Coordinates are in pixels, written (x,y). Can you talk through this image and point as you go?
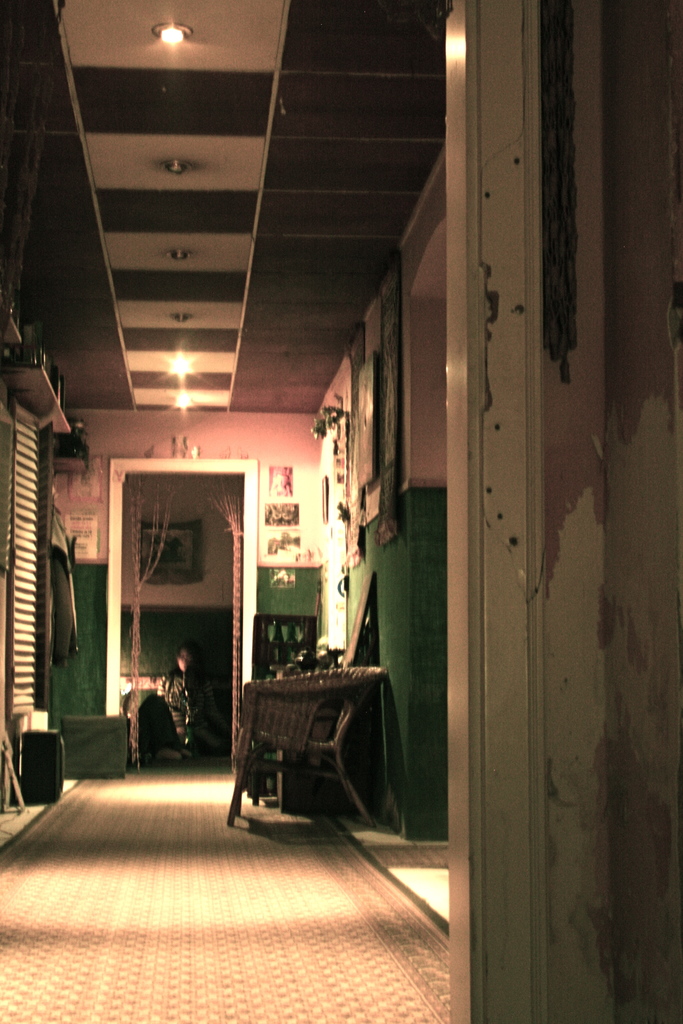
In this picture there is a person (170,705) sitting at the door (117,680). There is a chair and there is a cupboard (302,767) and there are objects (36,736) and there are frames (375,469) on the wall (419,313). At the back (111,688) there is a door (111,699) and there are curtains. At the top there are lights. At the bottom (200,924) there is a mat (200,948). On the left side of the image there is a window blind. On the right side of the image (508,288) there is a door (503,663).
